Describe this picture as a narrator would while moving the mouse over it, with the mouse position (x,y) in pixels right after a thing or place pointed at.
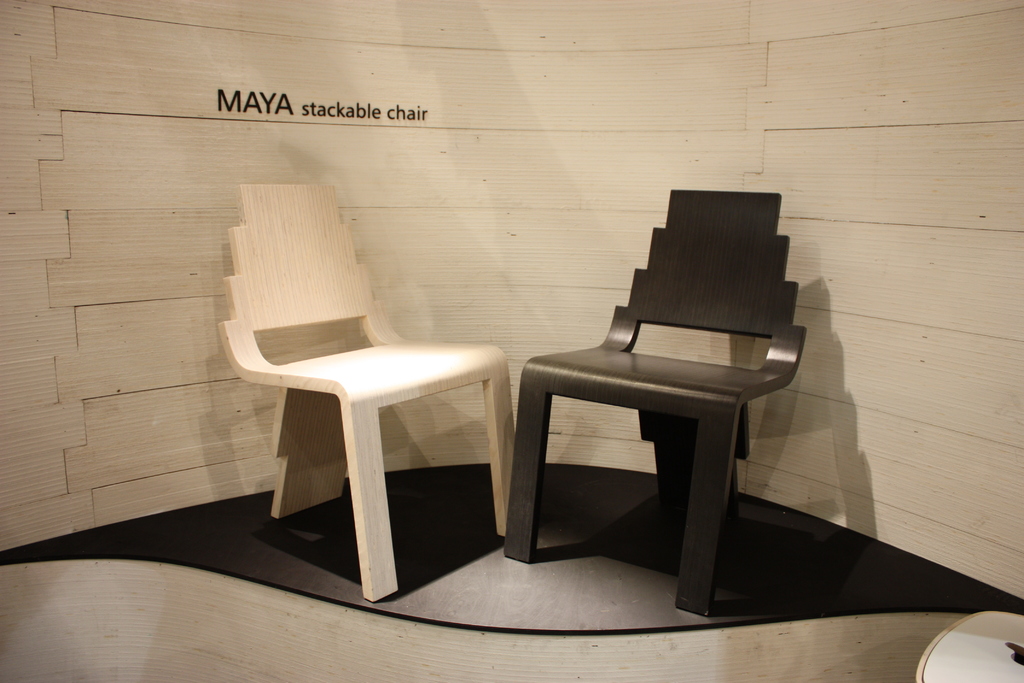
This image consists of two chairs (360,306) made up of wood (313,353). There are in black and white color. In the background (81,212), there is a wall (186,359) made up of wood (181,291). At the bottom (584,488), there is a floor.
